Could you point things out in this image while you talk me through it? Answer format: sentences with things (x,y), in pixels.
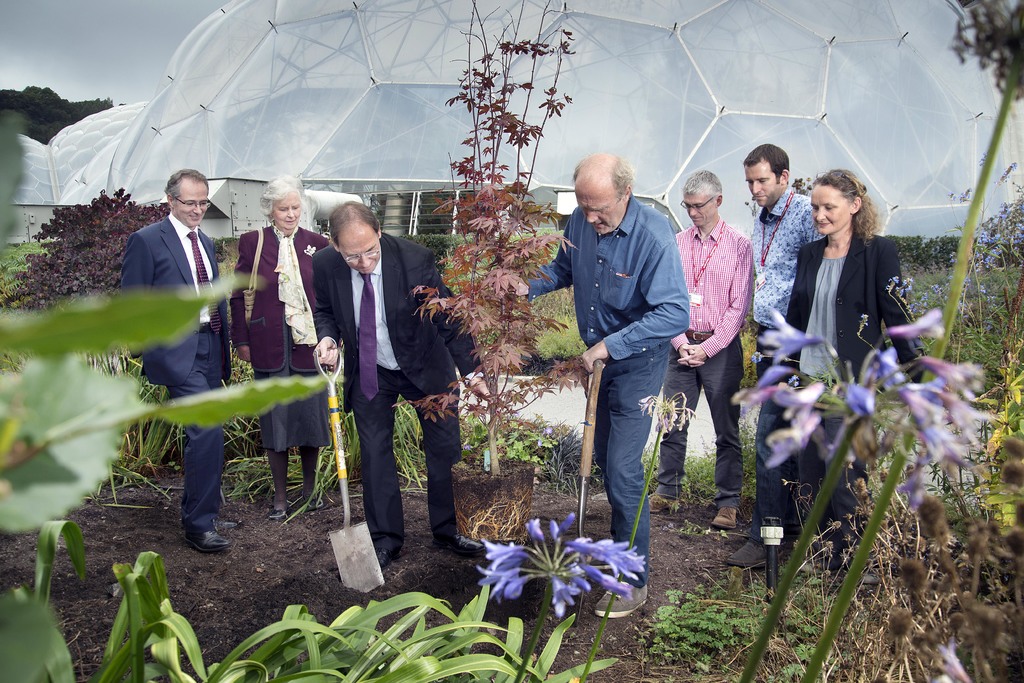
In this image there is the sky (97,48) truncated towards the top of the image (87,38), there is an object (891,72) truncated towards the top of the image (777,68), there are group of persons (663,272) standing, there are persons (600,419) holding an object (588,454), there are plants (545,250) truncated towards the top of the image (509,122), there are plants (948,371) truncated towards the right of the image (952,353), there are plants (969,571) truncated towards the bottom of the image (913,661), there are plants (60,266) truncated towards the left of the image (119,239), there are trees (44,107) truncated towards the left of the image (50,119), there is soil (188,572).
